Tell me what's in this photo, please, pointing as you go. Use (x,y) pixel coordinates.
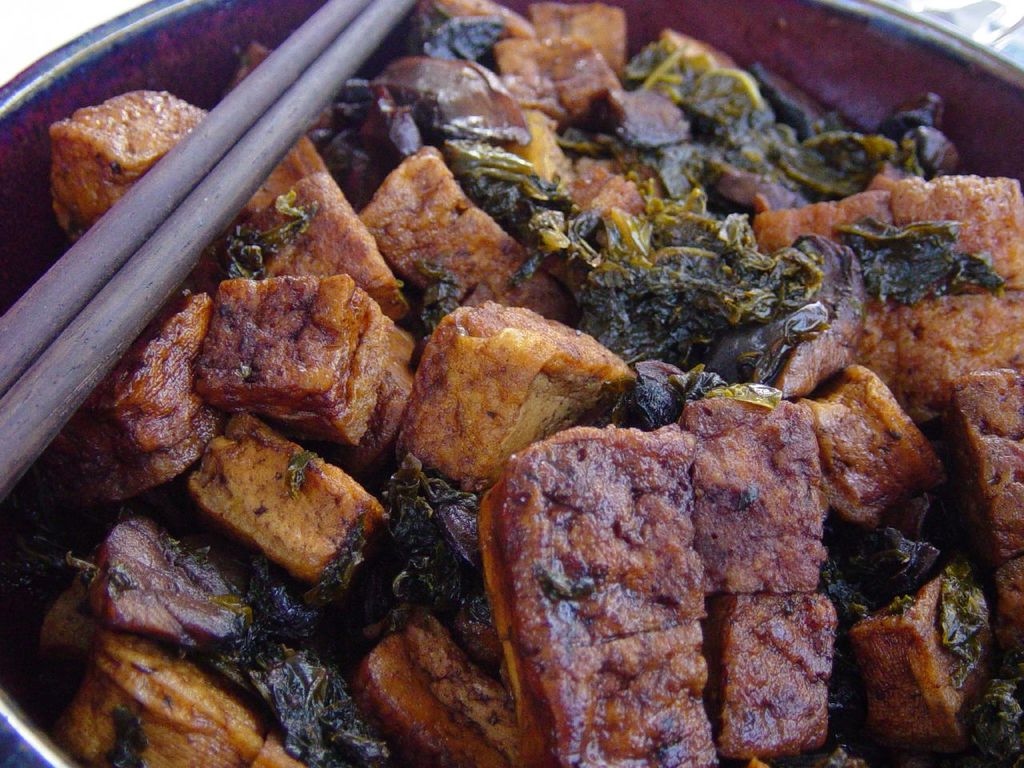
In this image there is a food item (346,315) kept in a bowl (173,69) as we can see in middle of this image (660,440) and there are two sticks (91,262) are kept on to this bowl (320,2).
